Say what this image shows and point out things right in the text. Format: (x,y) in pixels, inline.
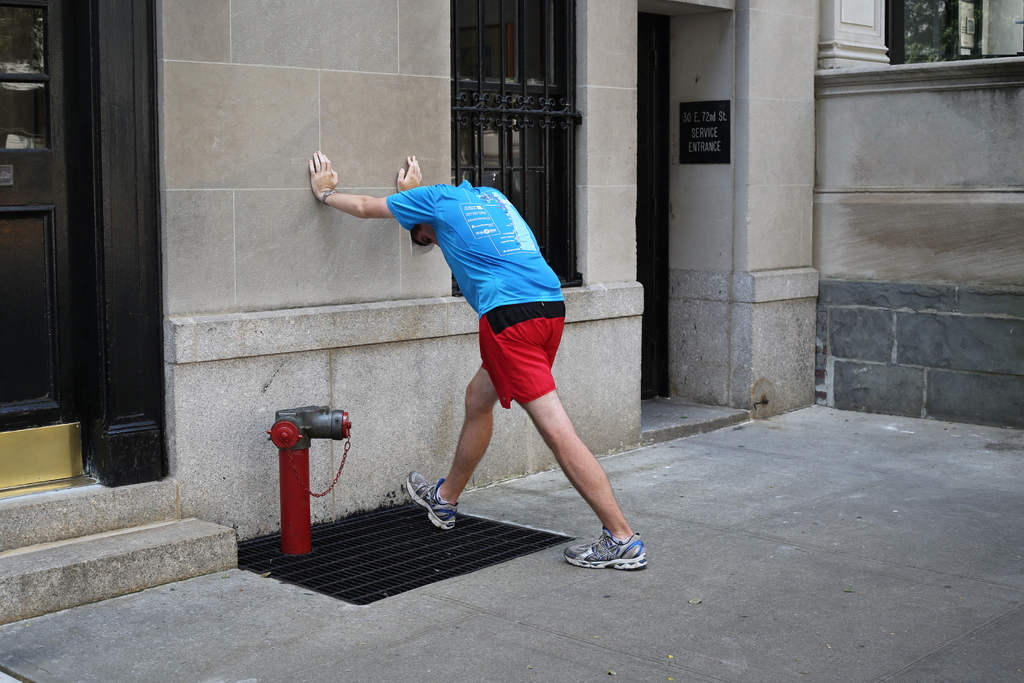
In this picture I can see there is a man (509,321) standing he is wearing a blue shirt (520,250) and a red trouser (528,378) and in the backdrop (410,138) I can see there is a building (524,167), it has door (33,144), windows (517,20) and there is a wall (319,401).
